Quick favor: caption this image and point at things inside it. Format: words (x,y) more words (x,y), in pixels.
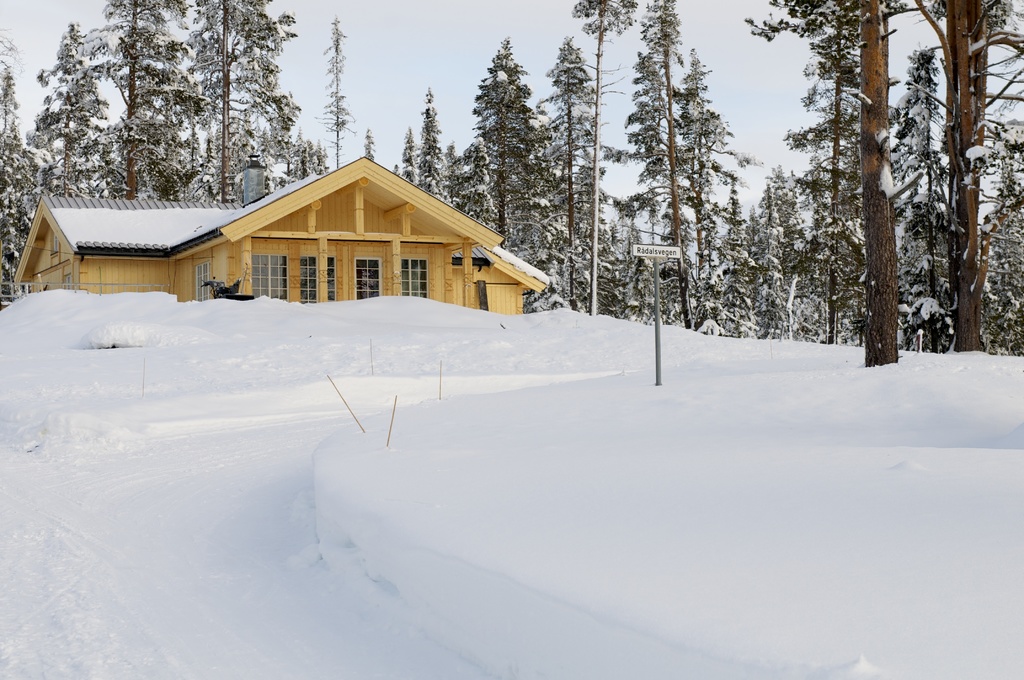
In this image there is a wooden house (322,261) in the middle (353,269). In front of the house (356,273) there is full of snow (363,532). In the background (140,108) there are trees (405,152) which are covered by the snow (168,37). At the top (434,62) there is the sky (420,64).
